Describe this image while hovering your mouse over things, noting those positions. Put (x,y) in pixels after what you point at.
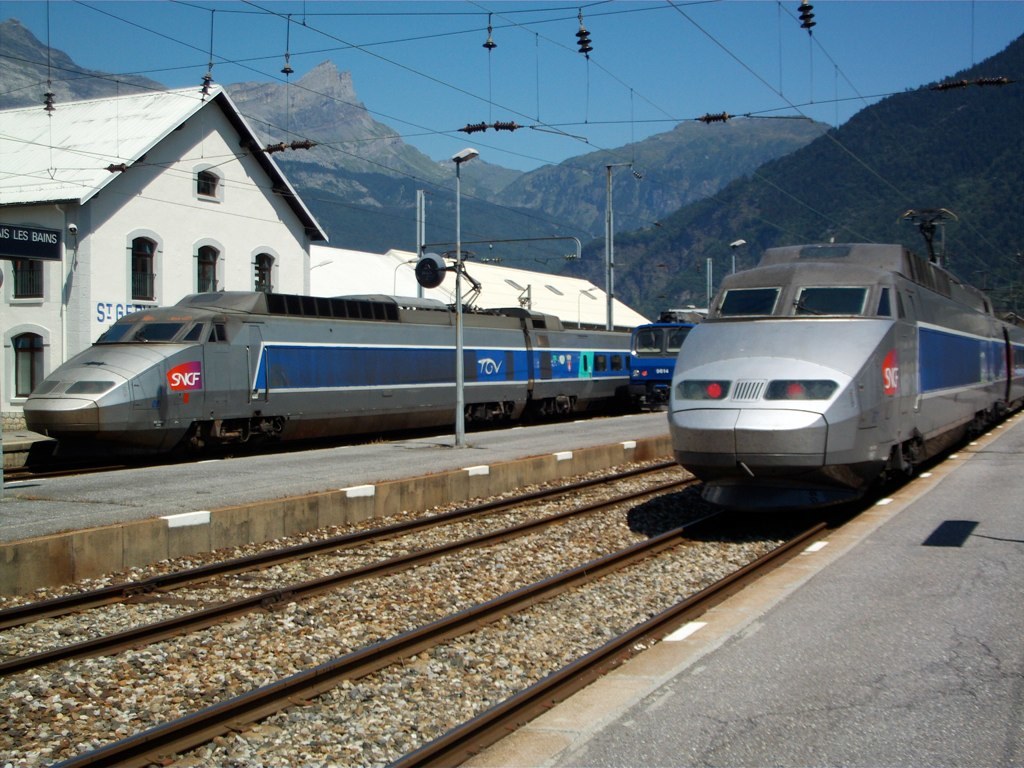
In this image we can see trains (454,383) on the railway track (138,641). There are poles (458,363), electric wires (497,125). In the background of the image (166,126) there is a house (107,203). There are mountains (664,180), sky (447,68).
